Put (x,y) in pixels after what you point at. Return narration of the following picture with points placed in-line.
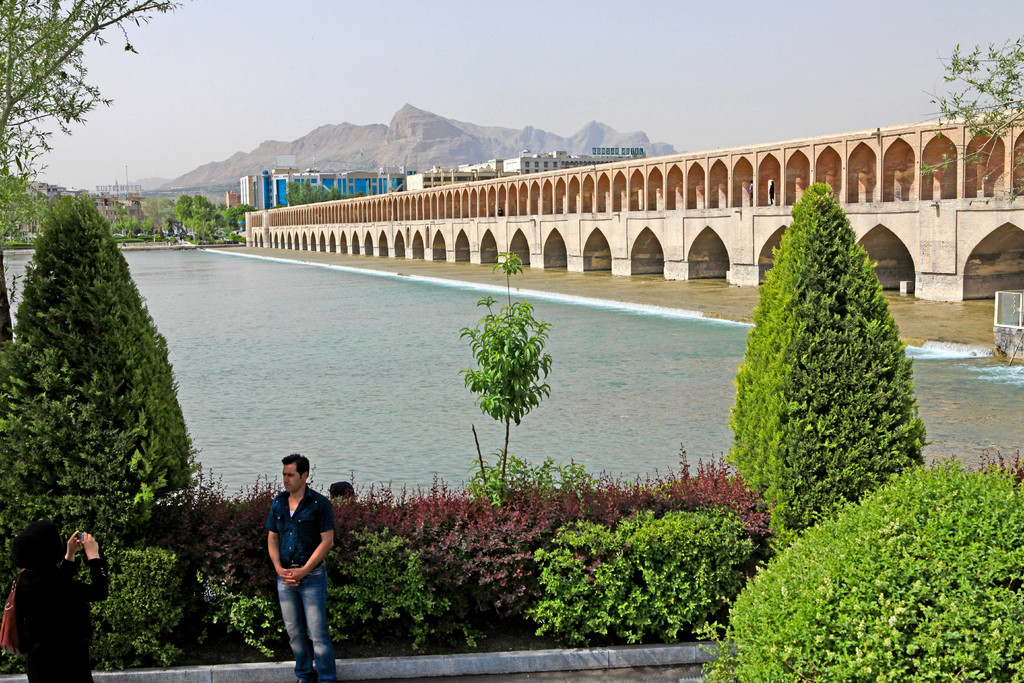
In the bottom left corner of the image (79,641) a person (54,550) is standing and holding a camera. Behind her a man (329,674) is standing. Behind him there are some plants (20,383) and trees (49,225) and water (270,264) and bridge (921,284). In the middle of the image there are some trees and buildings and hills (282,148). At the top of the image (508,115) there is sky (508,115).
